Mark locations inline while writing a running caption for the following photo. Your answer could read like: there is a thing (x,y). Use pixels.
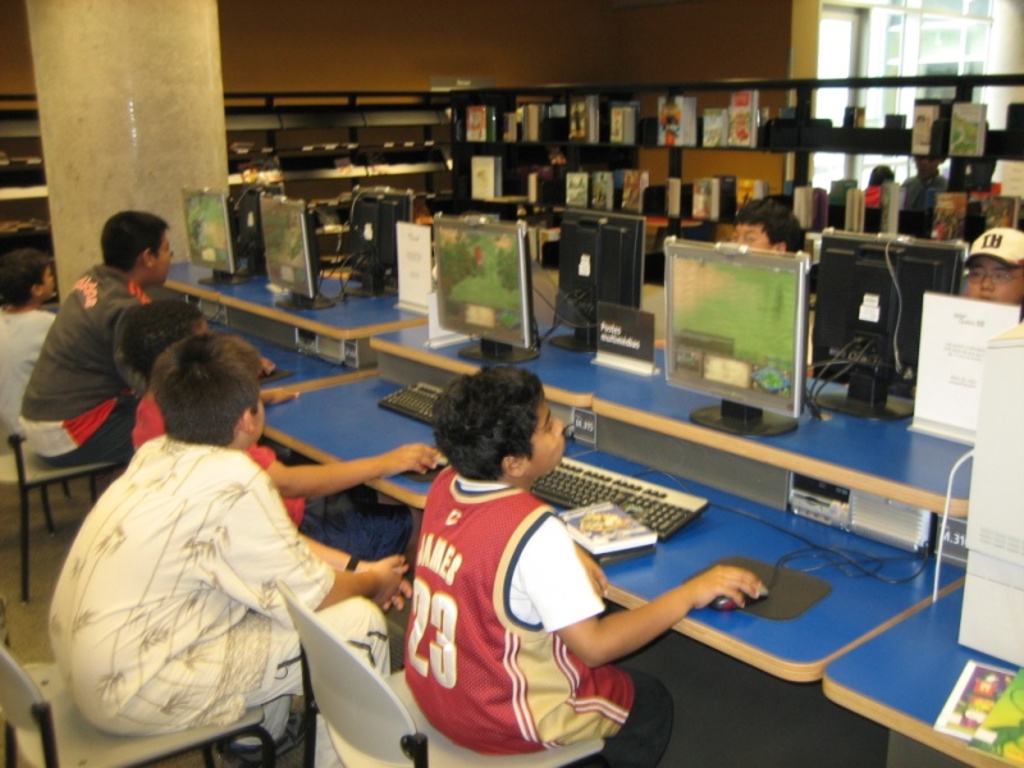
These racks (568,89) are filled with books (635,136). On this table (738,518) there are monitors (312,273), keyboards (634,490) and mouse (753,587). These persons (428,561) are sitting on a chairs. These is pillar (149,191).
